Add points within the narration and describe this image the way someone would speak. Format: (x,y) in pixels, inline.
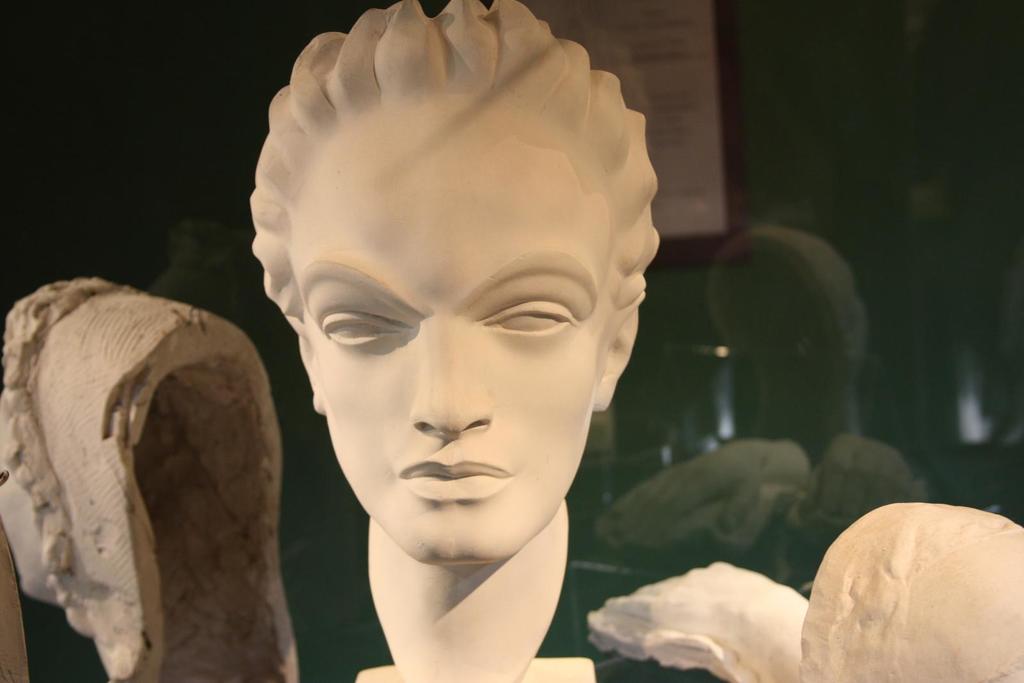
In this image we can see there is a depiction of a person's face (469,459).
